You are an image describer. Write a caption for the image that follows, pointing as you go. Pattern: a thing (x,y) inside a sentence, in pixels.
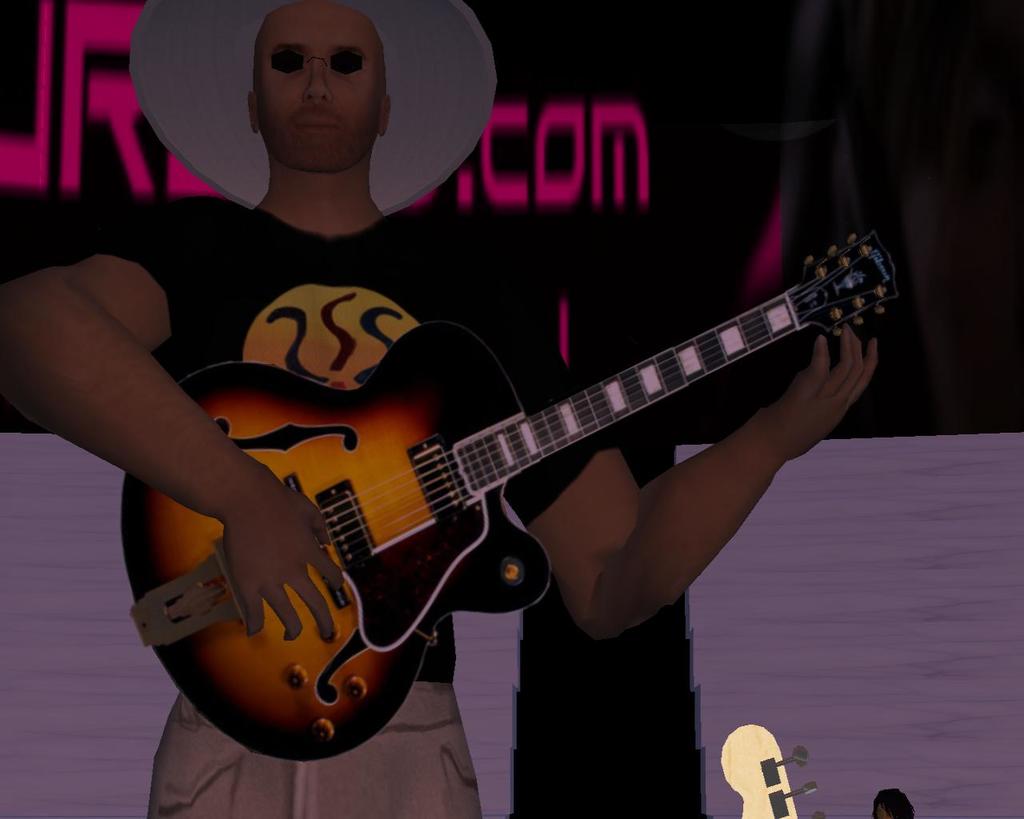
This is an animated image. In this image we can see a person (437,294) standing holding a guitar (505,602). On the backside (911,406) we can see some text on a wall (529,255). On the right bottom (744,810) we can see some strings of a guitar (813,816).
